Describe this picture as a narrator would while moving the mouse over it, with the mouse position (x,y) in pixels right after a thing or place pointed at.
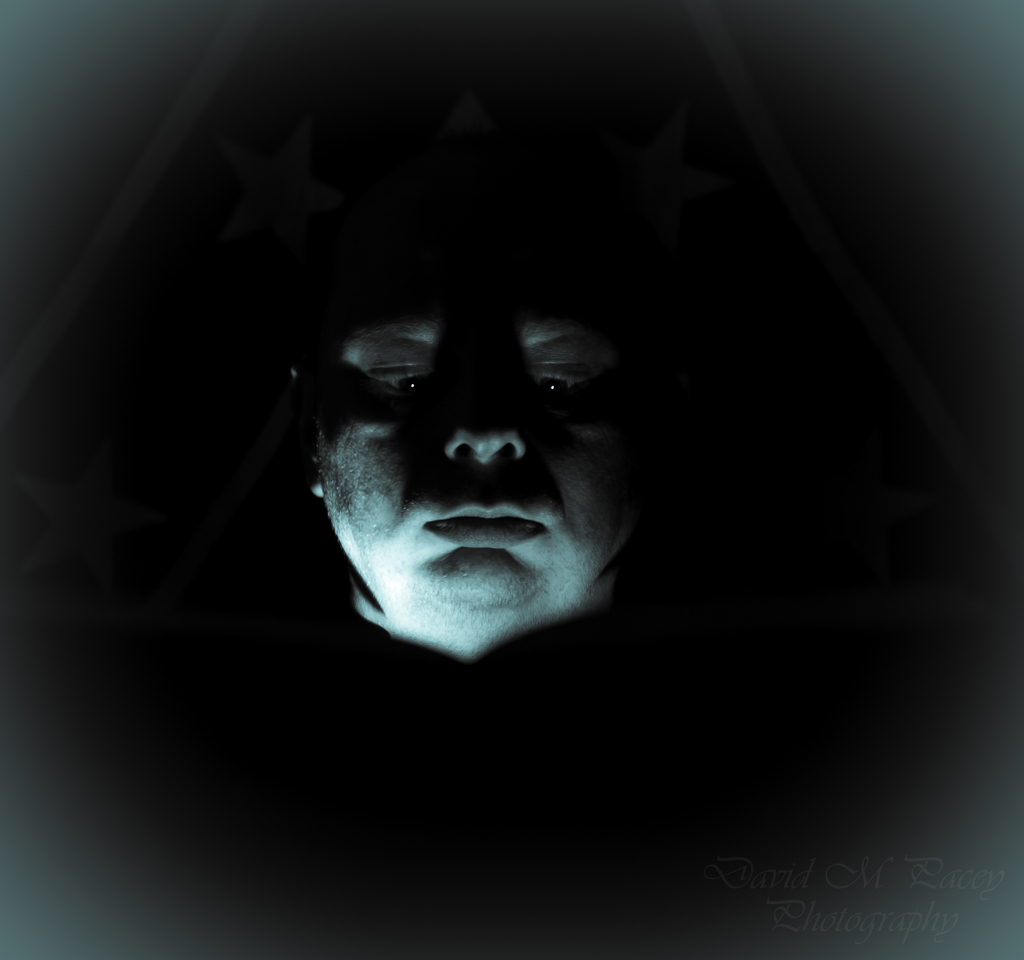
In this image we can see a person's face (554,485). The background of the image (221,547) is dark.
